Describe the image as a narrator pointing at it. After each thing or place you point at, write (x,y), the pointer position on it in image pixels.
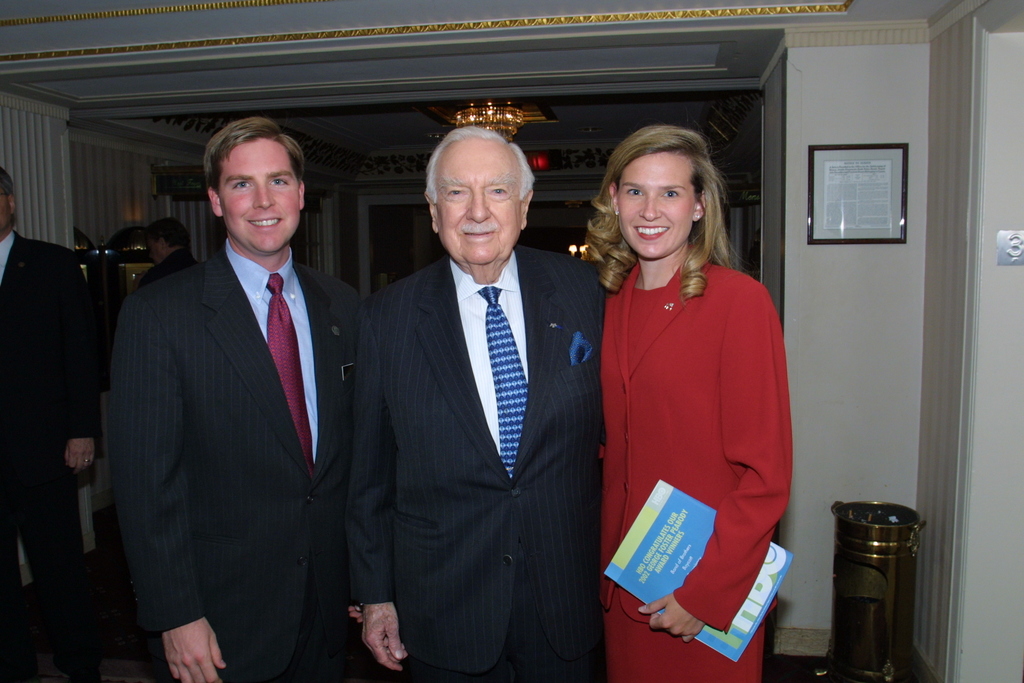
In this image, we can see three people (496,454) are standing side by side. They are watching and smiling. Here a woman (723,485) is holding a book (667,593). Background (33,311) we can see walls (882,346), few objects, people (68,325), chandelier (493,113), lights (503,124) and ceiling (380,118). On the right side (909,656) bottom, we can see gold color object (865,597).
